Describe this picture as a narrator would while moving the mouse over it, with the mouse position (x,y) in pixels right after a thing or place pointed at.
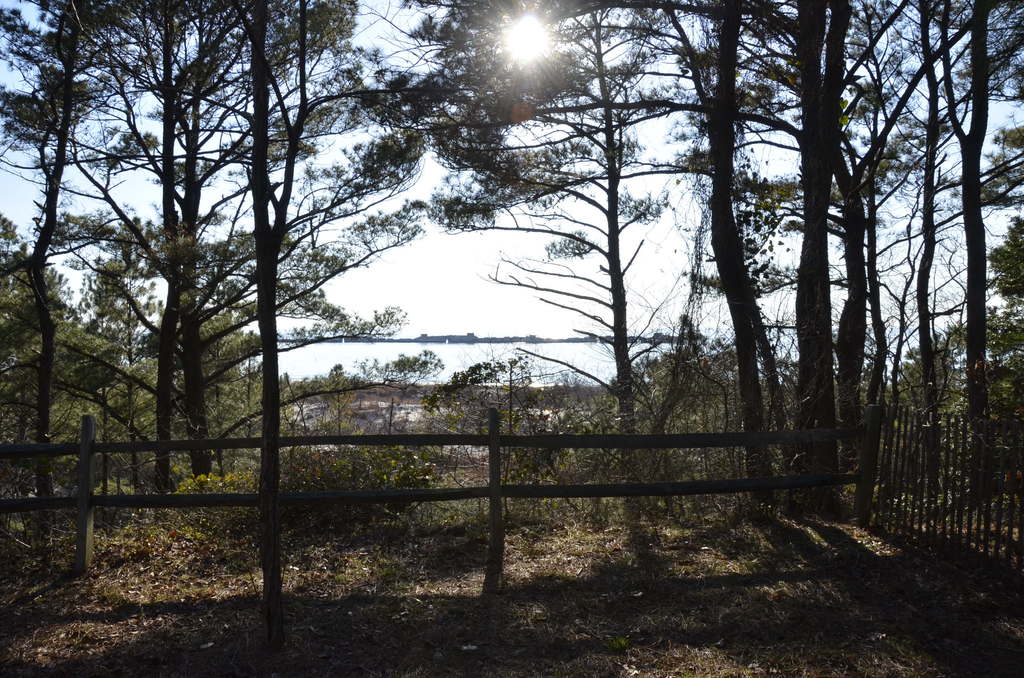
In this image I can see the ground (638,636), few leaves (113,593) on the ground (194,606), the wooden railing (959,522) and few trees (812,290). In the background (538,222) I can see the sky (447,248) and the sun (511,45).
